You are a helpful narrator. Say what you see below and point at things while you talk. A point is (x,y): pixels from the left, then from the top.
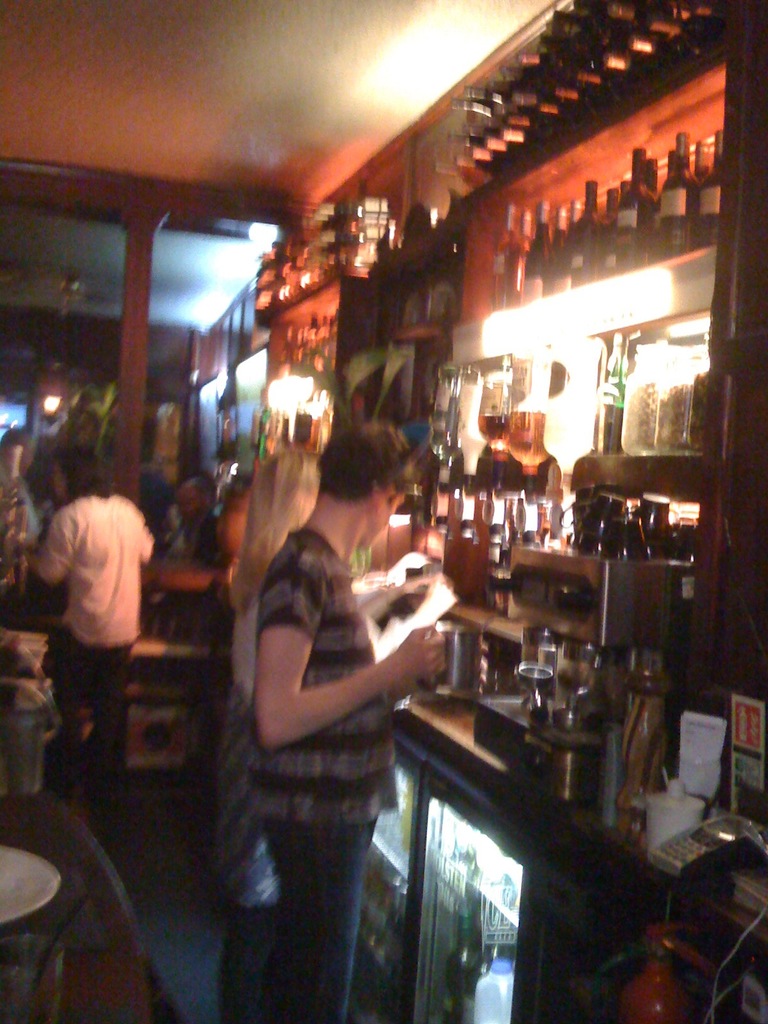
In this image we can see few people (332,610) standing. On the right side (654,222) there are bottles (524,390) on the racks (437,340). Also there are lights (526,336). And there is a platform (454,730) with cupboard (440,812). On the platform (540,827) there are bottles (609,737), card swiping machine (737,843) and some other items (592,711). And it is looking blur in the background (141,421).
